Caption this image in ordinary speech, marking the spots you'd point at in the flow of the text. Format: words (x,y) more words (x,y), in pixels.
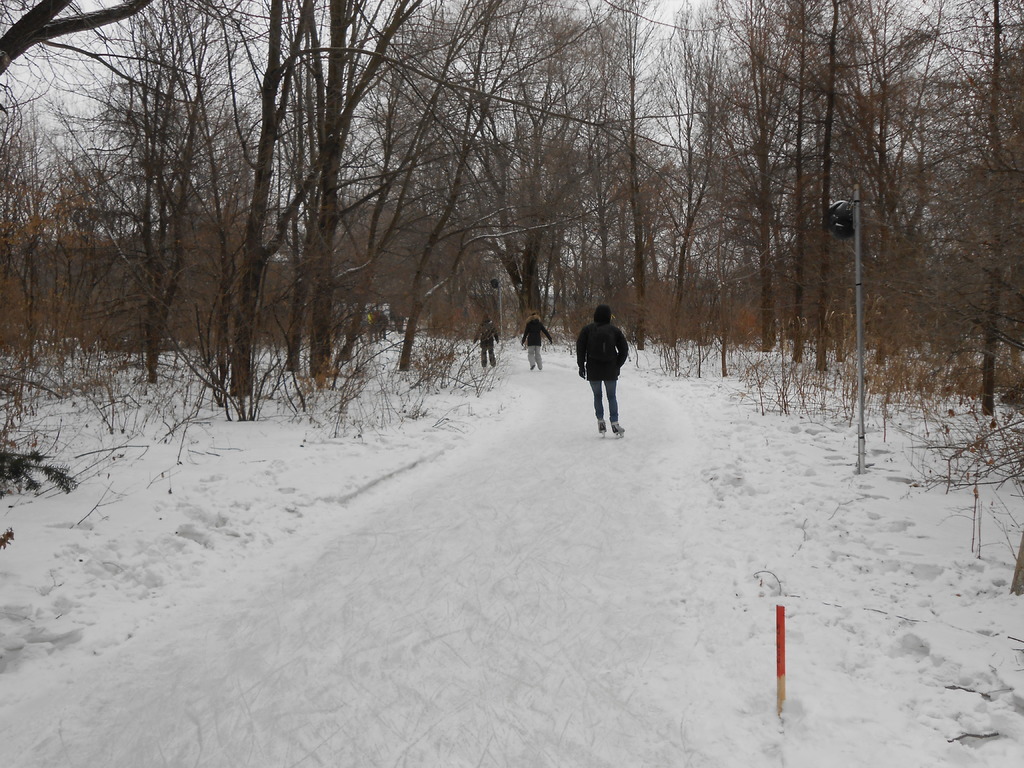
In the image there are three persons (608,373) skating on the ice (561,505) in the middle (589,377) and on either side there are dry trees (365,243).
